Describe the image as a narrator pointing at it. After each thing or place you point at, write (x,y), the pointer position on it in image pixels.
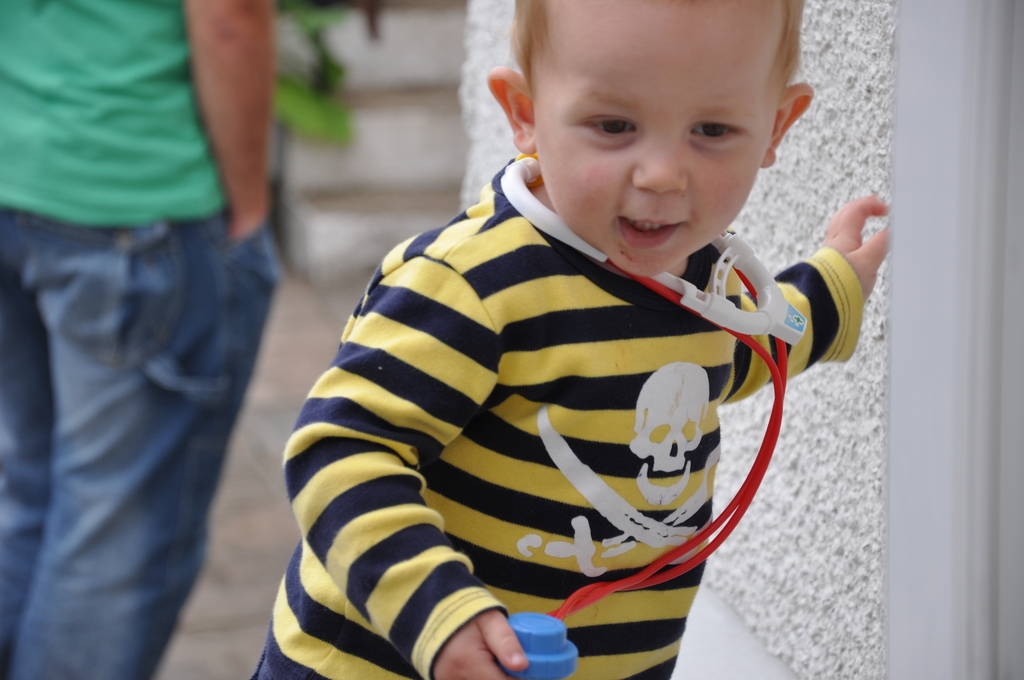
In this image I can see two persons (487,398) on the floor (278,483) and a wall (870,385). In the background (417,151) I can see a houseplant (329,67) and steps (352,171). This image is taken, may be during a day.
